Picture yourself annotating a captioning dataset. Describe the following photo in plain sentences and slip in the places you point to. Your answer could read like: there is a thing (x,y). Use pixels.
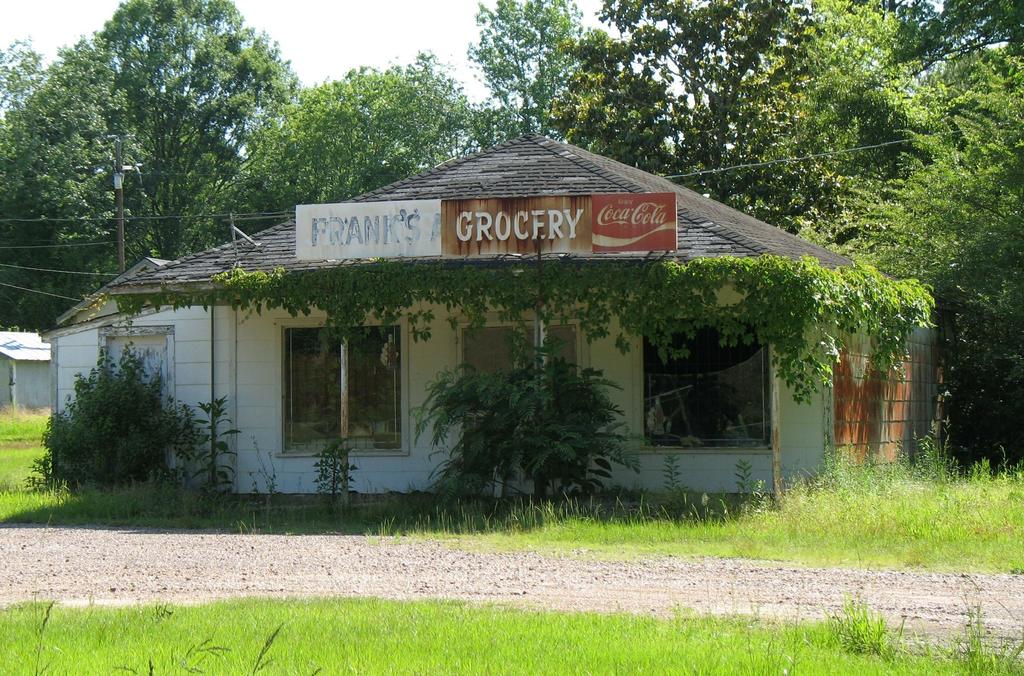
In this image we can see house (470,351) which is in the shape of hut (749,367) and there is a board (481,246) attached to it there are some plants (161,441) around it and in the background of the image (498,142) there are some trees (406,102) and clear sky (290,32).
